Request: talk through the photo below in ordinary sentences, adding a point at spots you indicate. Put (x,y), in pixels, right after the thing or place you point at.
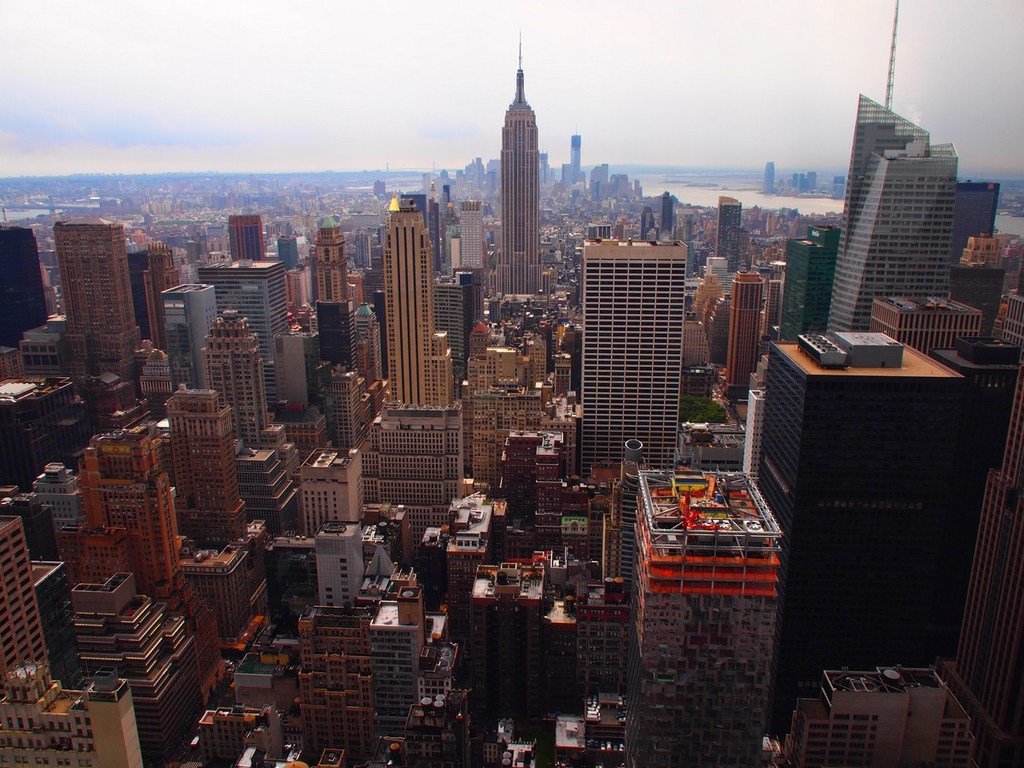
In this picture there are buildings (554,278) and there is a tree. At the back (799,203) there is water (749,200). At the top (370,64) there is sky (364,47).
